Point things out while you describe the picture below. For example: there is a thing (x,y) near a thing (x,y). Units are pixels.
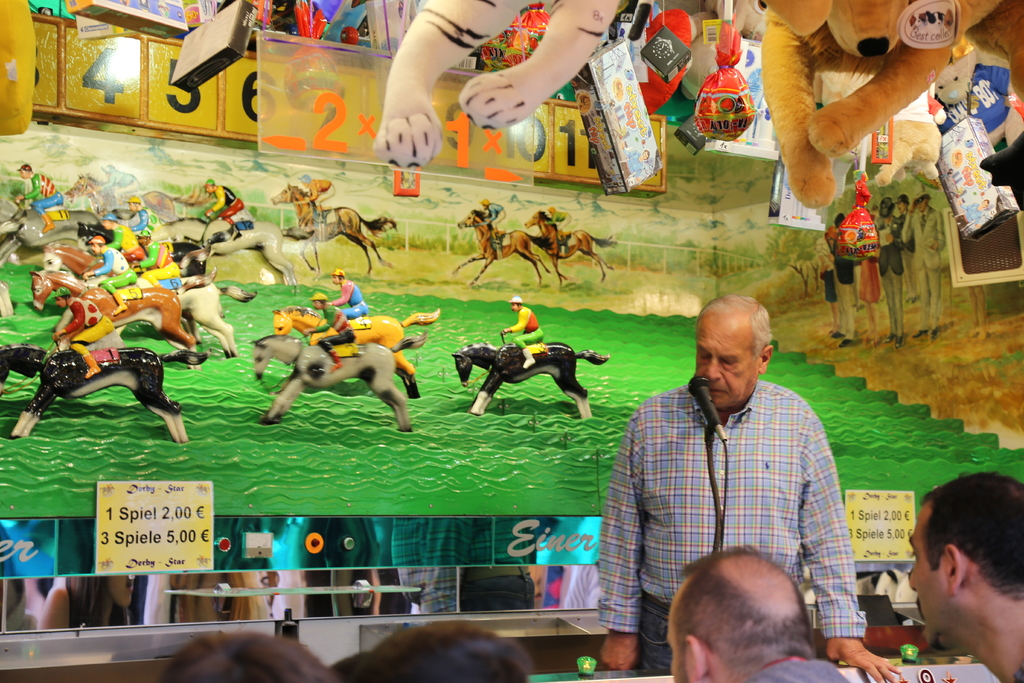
In this picture a man (735,349) is talking in front of a mic (696,388) and spectators (938,578) are sitting on the chairs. In the background (395,417) we observe a frame (228,374) on which horse toys (388,345) are placed and there are toys (431,62) attached to the roof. There is also a poster (132,493) on which 1 spiele 2 Euros, 3 spiele 5 Euros is written.
